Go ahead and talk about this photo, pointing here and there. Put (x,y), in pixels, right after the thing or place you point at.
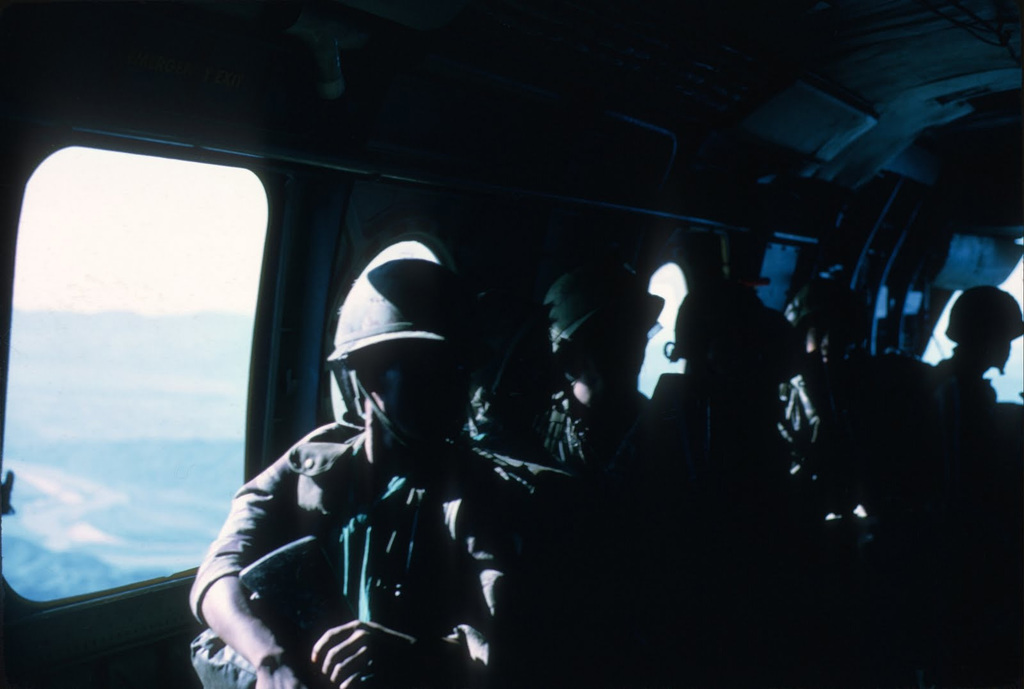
In this image we can see a group of people (634,489) wearing dress (405,492) and helmet (400,322) are sitting inside a vehicle (67,672). In the background (164,234), we can see the sky (163,249).
